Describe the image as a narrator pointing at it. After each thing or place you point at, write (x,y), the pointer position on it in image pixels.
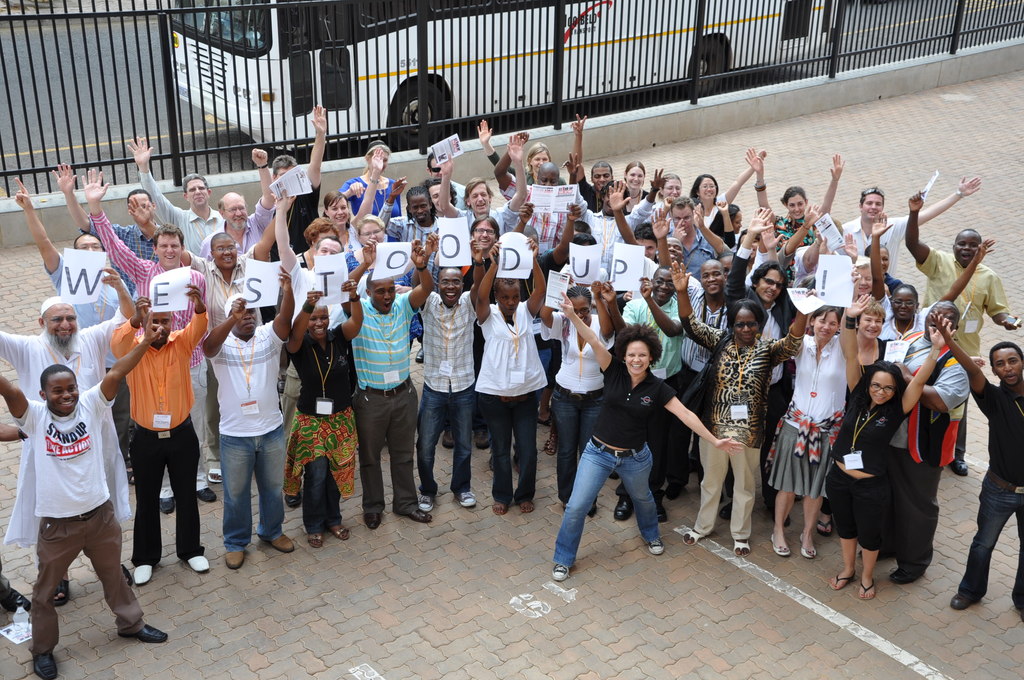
In the background (624,32) we can see a vehicle (194,23) on the road (113,32). In this picture we can see a railing (358,150). We can see a group of people (644,532). Among them few are holding papers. At the bottom portion of the picture (21,608) we can see a water bottle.
